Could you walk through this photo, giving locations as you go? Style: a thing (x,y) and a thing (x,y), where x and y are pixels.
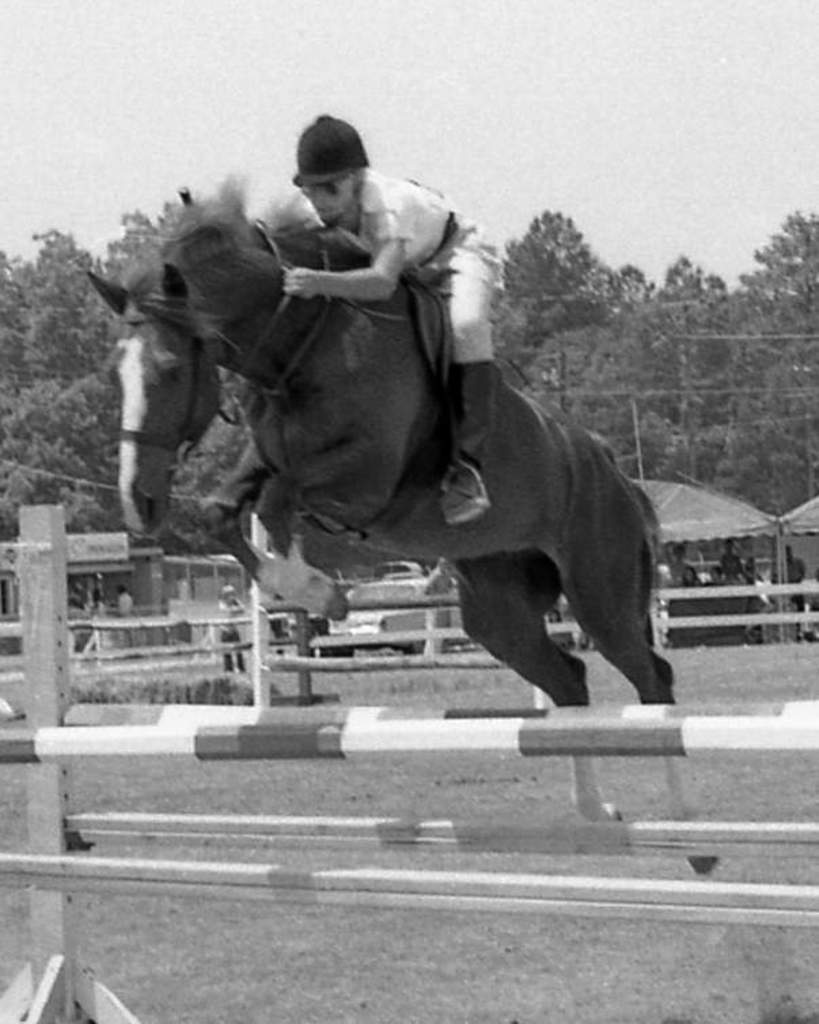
In this image in the center (424,488) there is one horse (562,566) on the horse (360,378) there is one person (345,193) who is sitting and riding, and on the background (127,235) there are some trees (95,335) and in the foreground (52,674) there are some wooden sticks (220,746) are there. And on the background (692,522) there are some tents (695,526) and some people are there.
